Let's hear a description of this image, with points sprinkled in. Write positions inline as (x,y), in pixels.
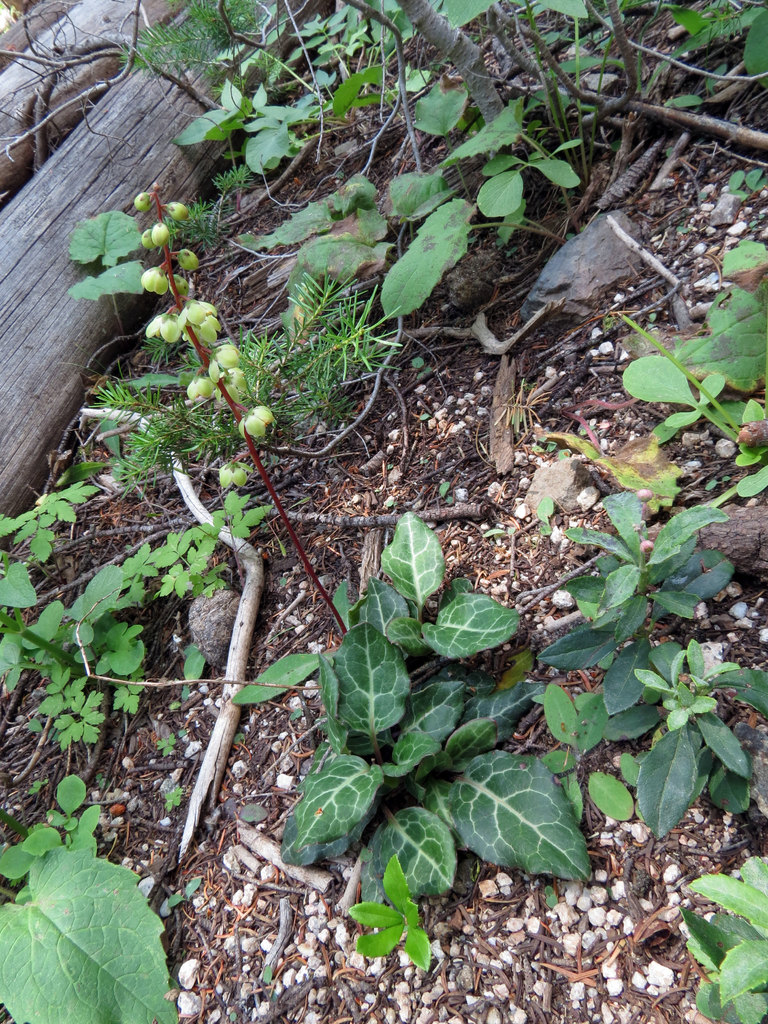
This image is taken outdoors. At the bottom of the image (311,919) there is a ground (314,545) with a few pebbles (407,996) and plants (298,147) with green leaves (187,139). At the top left of the image (168,215) there is a bark (65,240) on the ground (314,173).
